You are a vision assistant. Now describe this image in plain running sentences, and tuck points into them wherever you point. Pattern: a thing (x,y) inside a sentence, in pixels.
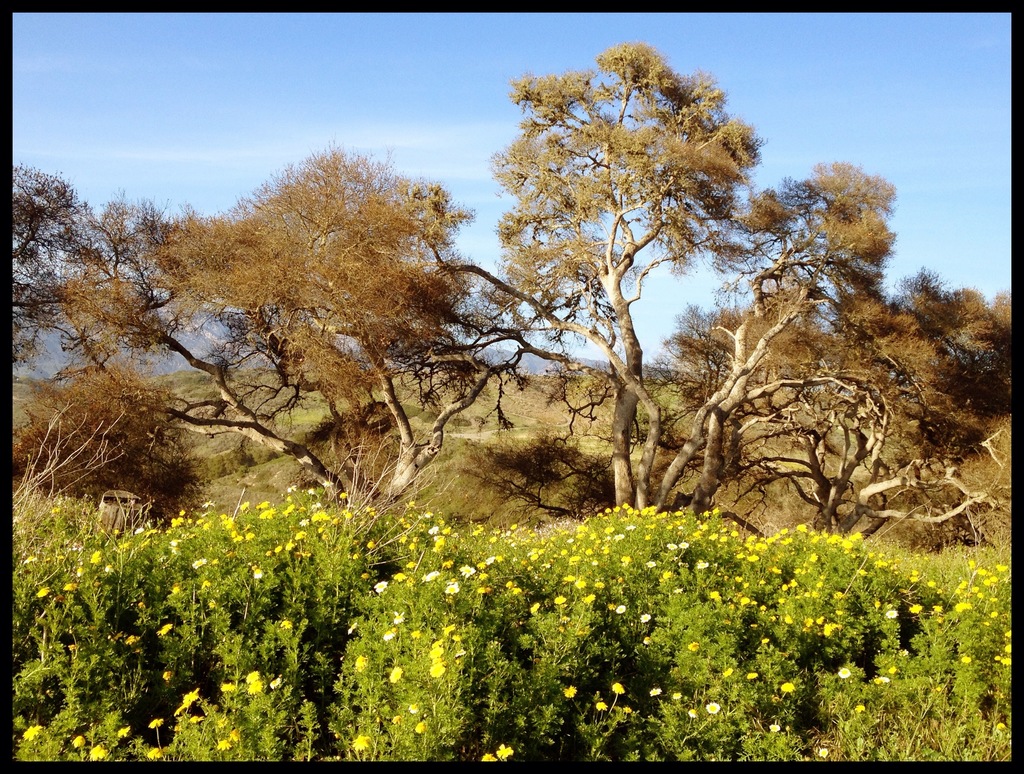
In this picture I can see trees (528,451), few plants (467,598) with flowers (434,535) and a blue cloudy sky (458,74).
